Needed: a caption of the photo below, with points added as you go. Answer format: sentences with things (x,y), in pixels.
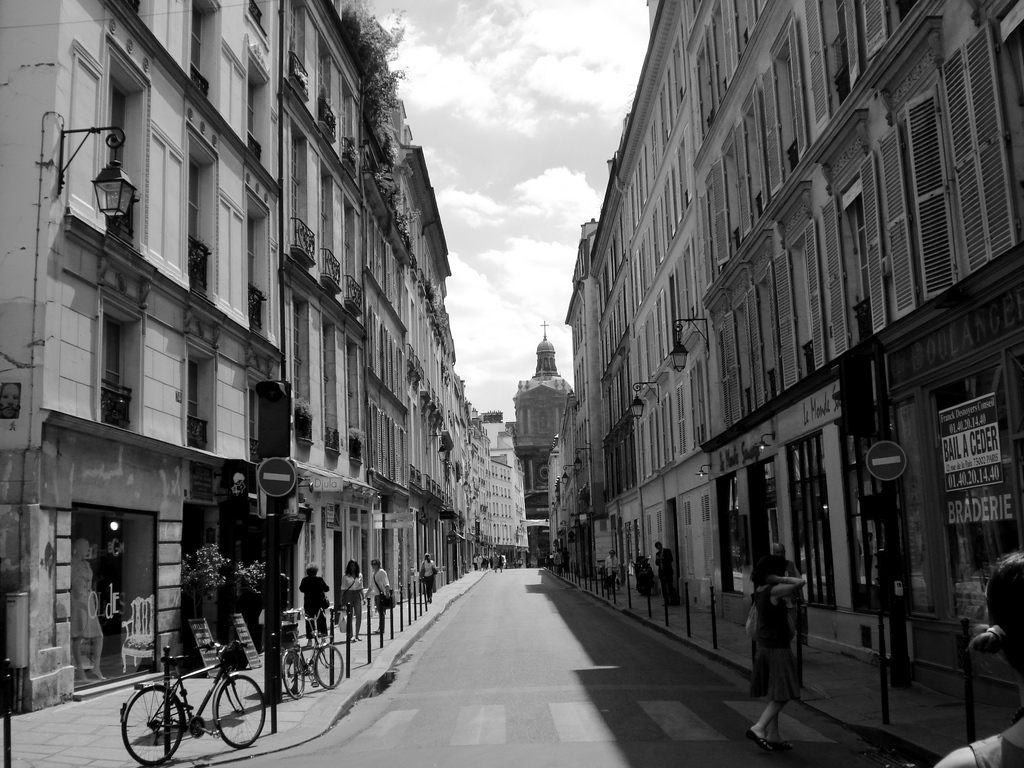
This is a black and white image and here we can see people (312,614) and bicycles (294,662) and in the background (314,283), there are buildings (250,475), plants (246,578) and lights (266,446) and there is a tower (540,400). At the bottom (417,708), there is road (579,678) and a side walk (378,641) and we can see some poles (275,605) and sign boards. At the top (497,110), there are clouds (512,96) in the sky (513,96).
